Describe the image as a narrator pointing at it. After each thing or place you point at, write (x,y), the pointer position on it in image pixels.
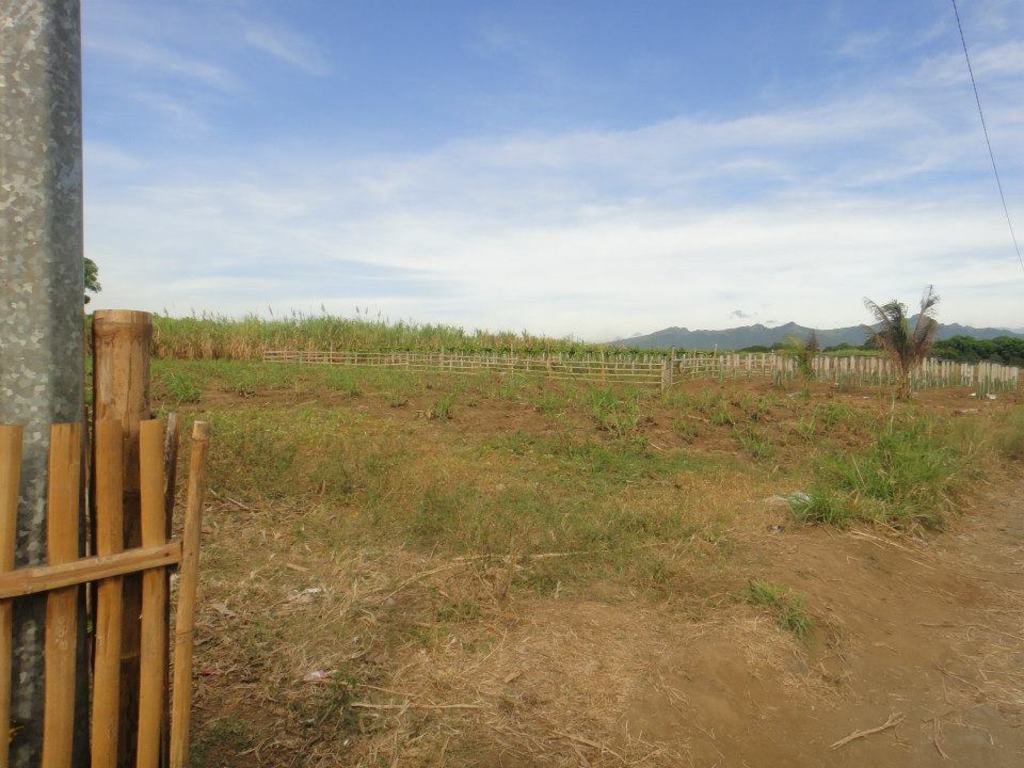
In the image we can see wooden fence (100,661), grass (340,555), metal pole (39,48), trees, hills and a cloudy pale blue sky (951,154).
